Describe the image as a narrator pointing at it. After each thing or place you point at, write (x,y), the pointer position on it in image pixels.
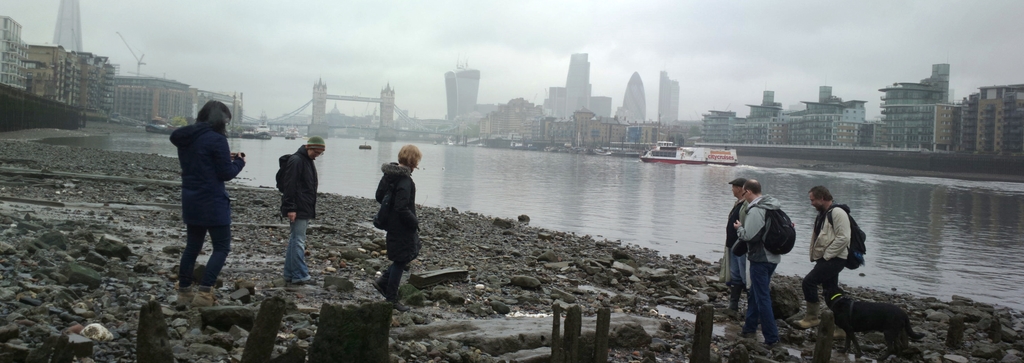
At the bottom of the image (584,260) we can see some stones (264,234) and few people (213,228) are standing, walking and we can see a dog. In front of them we can see water (585,221), above the water (1000,246) we can see ships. In the middle of the image (602,138) we can see some buildings (999,147) and bridge (388,130). At the top of the image (38,27) we can see some clouds (402,90) in the sky (893,24).
